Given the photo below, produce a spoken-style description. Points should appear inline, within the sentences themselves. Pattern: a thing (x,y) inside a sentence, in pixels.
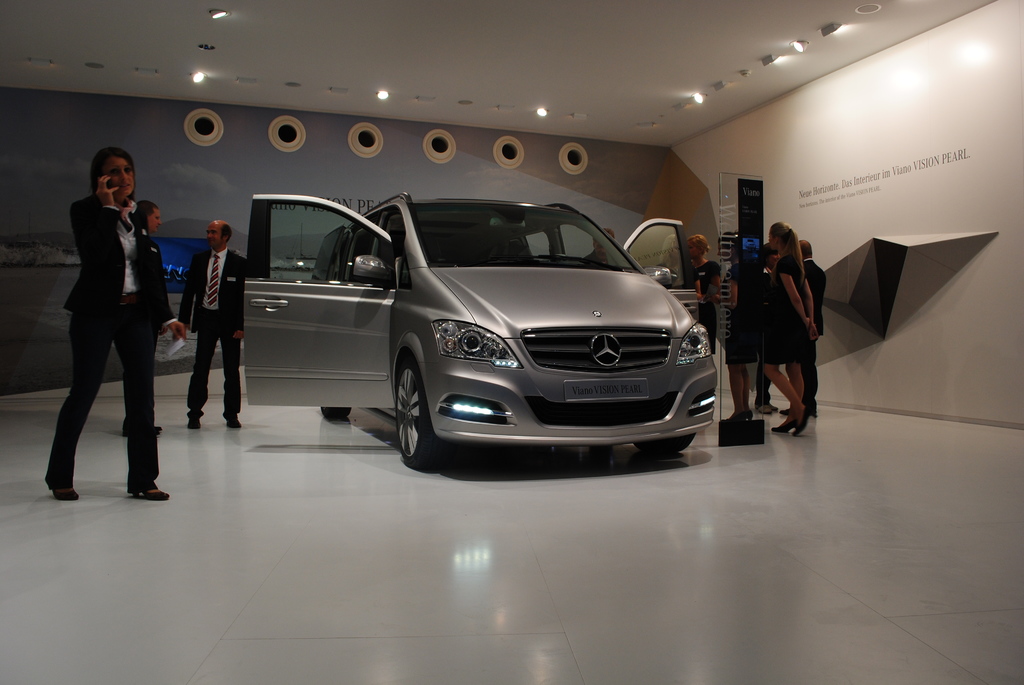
These vehicle doors (641,257) are open. Beside this vehicle (450,292) there are people (788,326). These are lights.
